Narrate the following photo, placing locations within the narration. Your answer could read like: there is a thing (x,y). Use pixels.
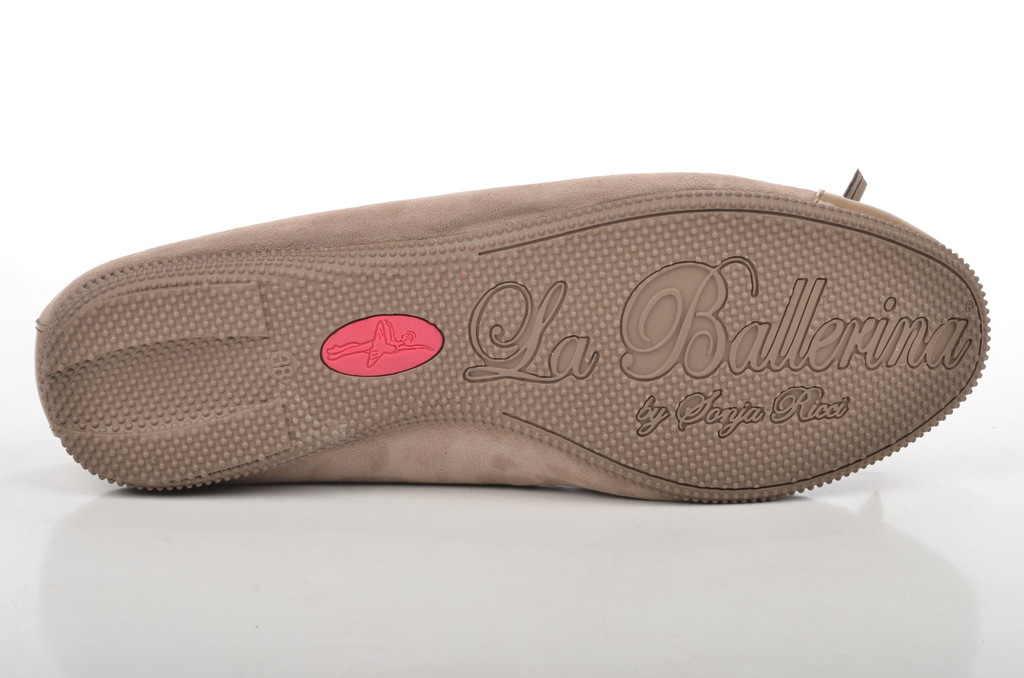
In this picture we can observe a sole (528,289) of a shoe (635,389) placed on the white color surface (384,555). We can observe some text (693,361) on the sole (708,370). The sole (708,370) is in brown color. The background (845,82) is in white color.
